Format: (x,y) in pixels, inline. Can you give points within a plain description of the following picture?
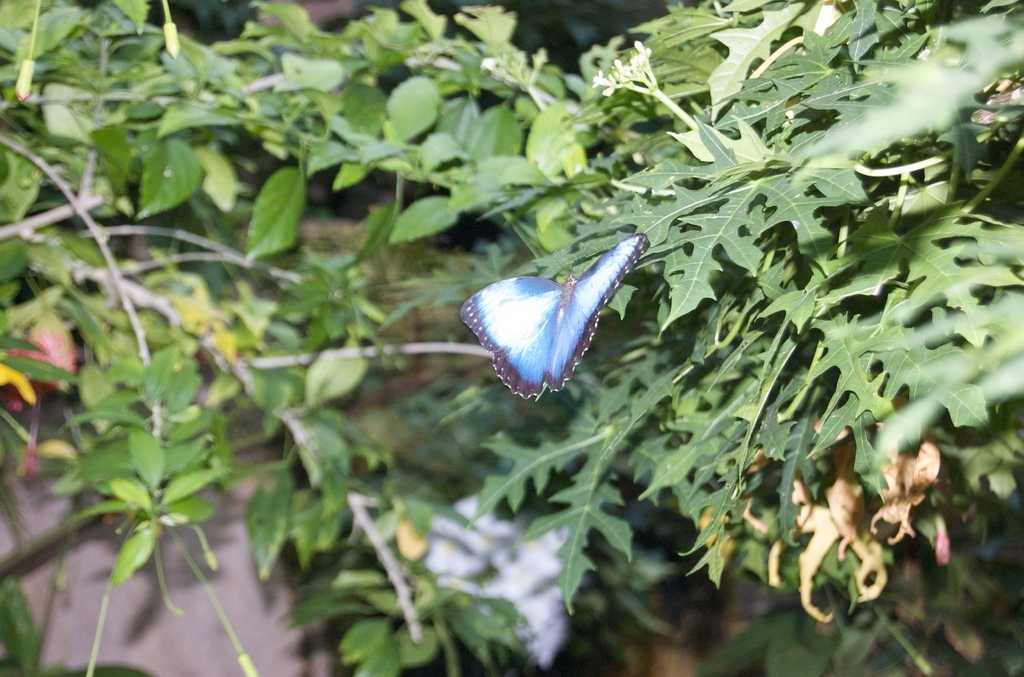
In this image I can see the butterfly (480,303) on the plant (687,414). The butterfly (561,367) is in blue, white and purple color.
